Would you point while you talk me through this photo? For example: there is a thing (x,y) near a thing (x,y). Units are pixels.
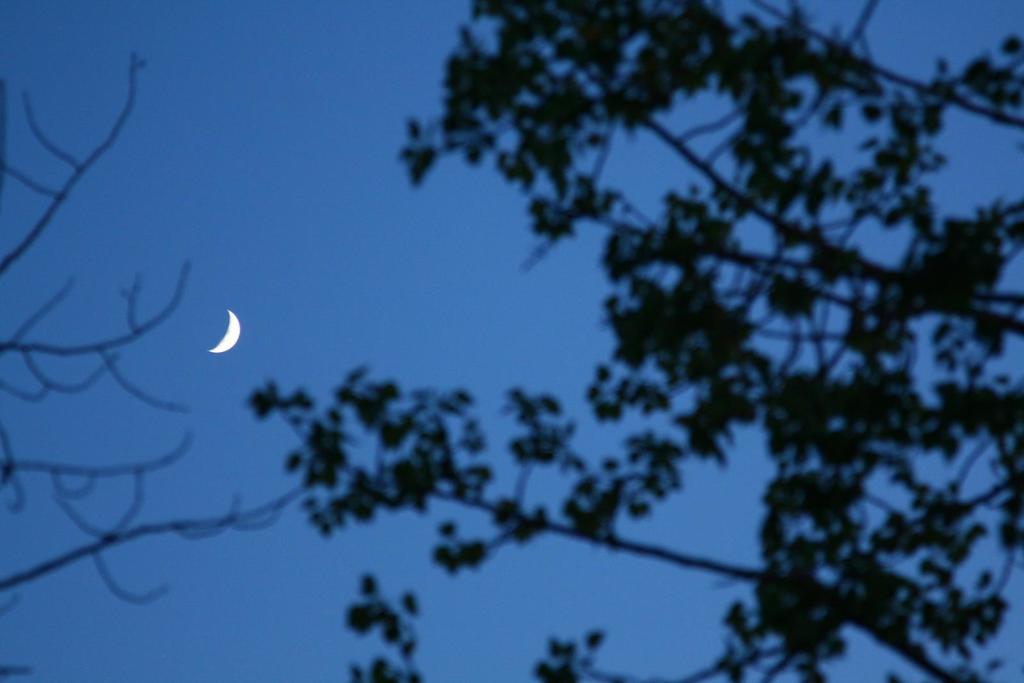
In the foreground of the picture (662,445) there are branches (651,463) of a tree (322,484). In the left side of the picture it is moon (230,335) in the sky (347,286).
